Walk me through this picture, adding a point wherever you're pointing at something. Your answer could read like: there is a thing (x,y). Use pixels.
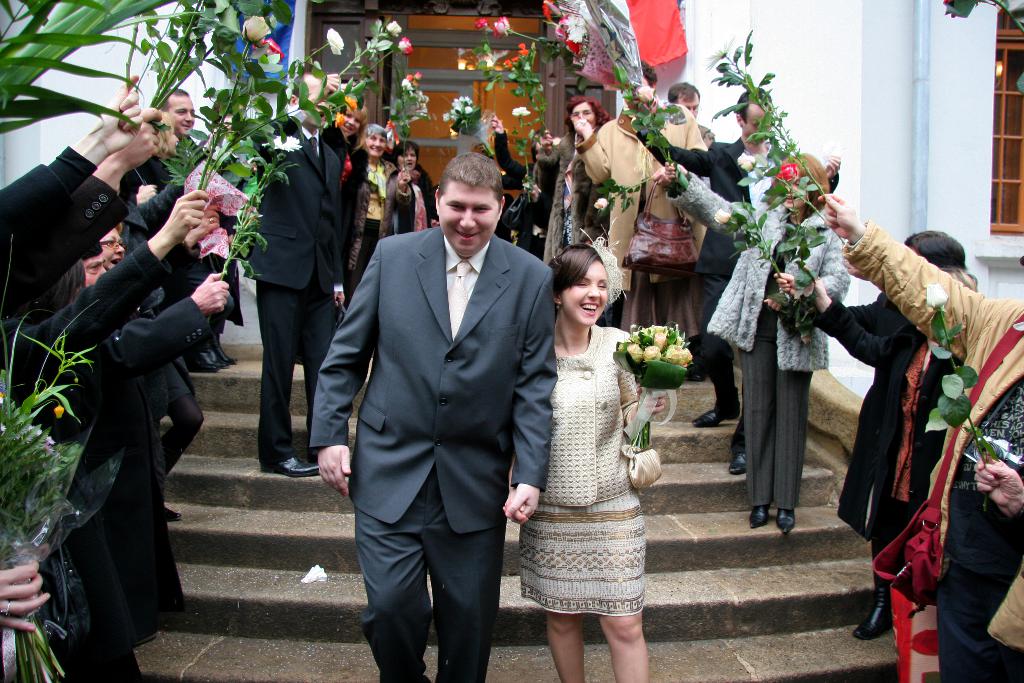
In the middle of the image (494,423) few people (6,192) are standing and holding some plants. Behind them there is a building (999,76).
